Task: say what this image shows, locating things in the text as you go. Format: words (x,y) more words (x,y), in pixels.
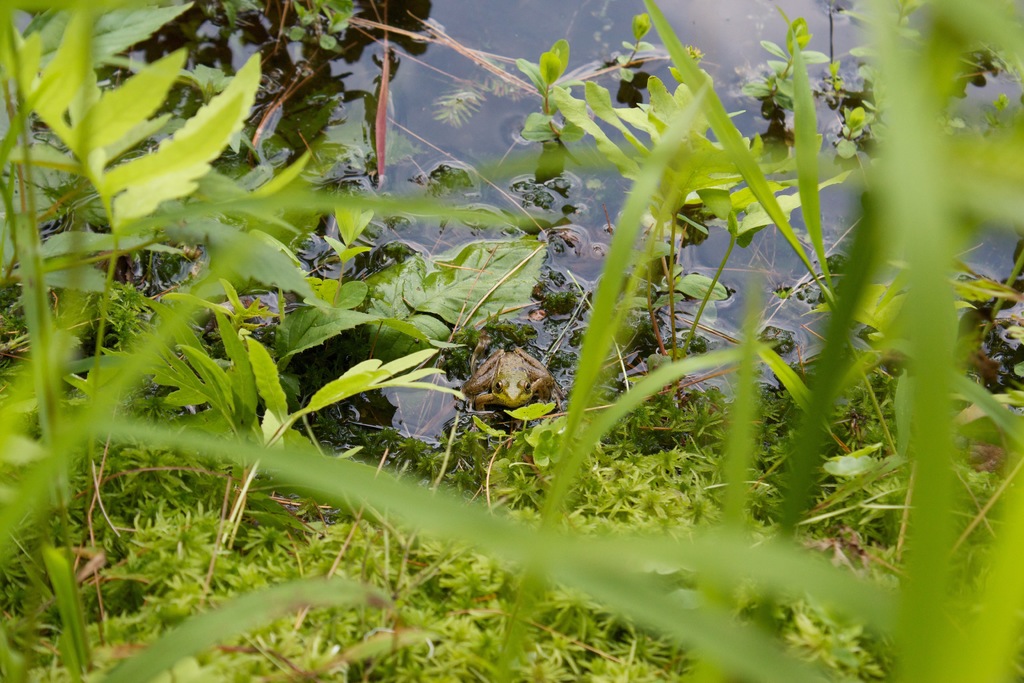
In the center of the image (525,383) we can see a frog (480,372). In the background of the image (145,30) we can see some plants (424,201), water (352,95).
